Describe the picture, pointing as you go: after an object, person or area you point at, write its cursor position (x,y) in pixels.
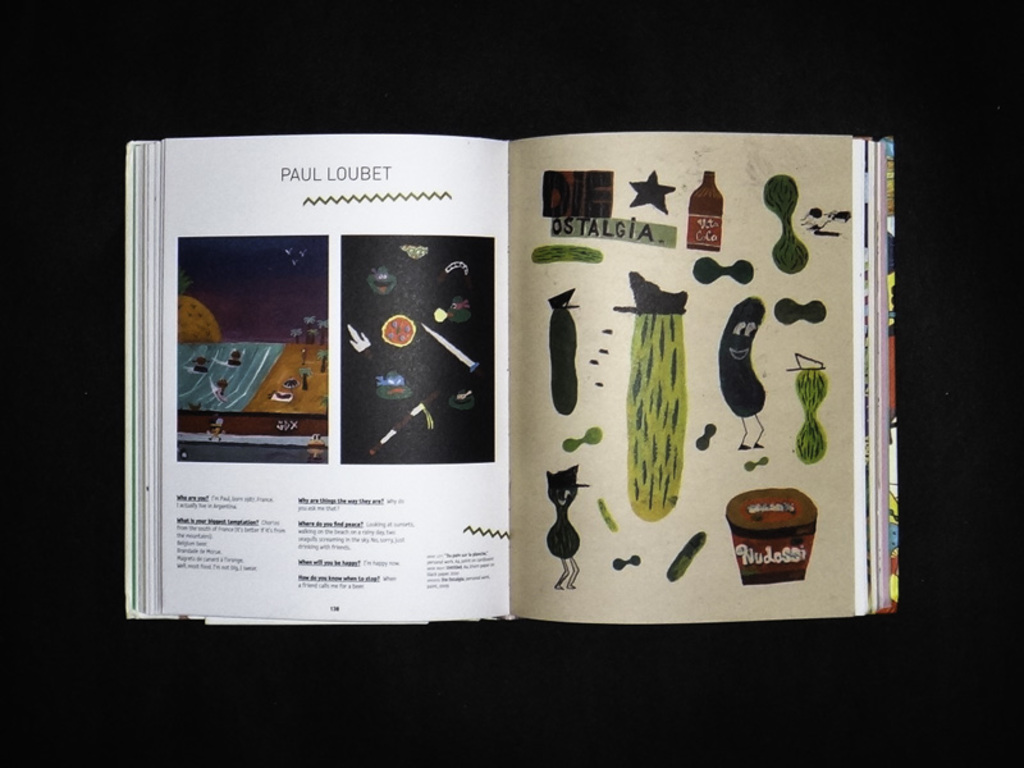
In the image I can see the open book (501,423) with some images (386,451), text (326,578) and some cartoon art (724,342).
